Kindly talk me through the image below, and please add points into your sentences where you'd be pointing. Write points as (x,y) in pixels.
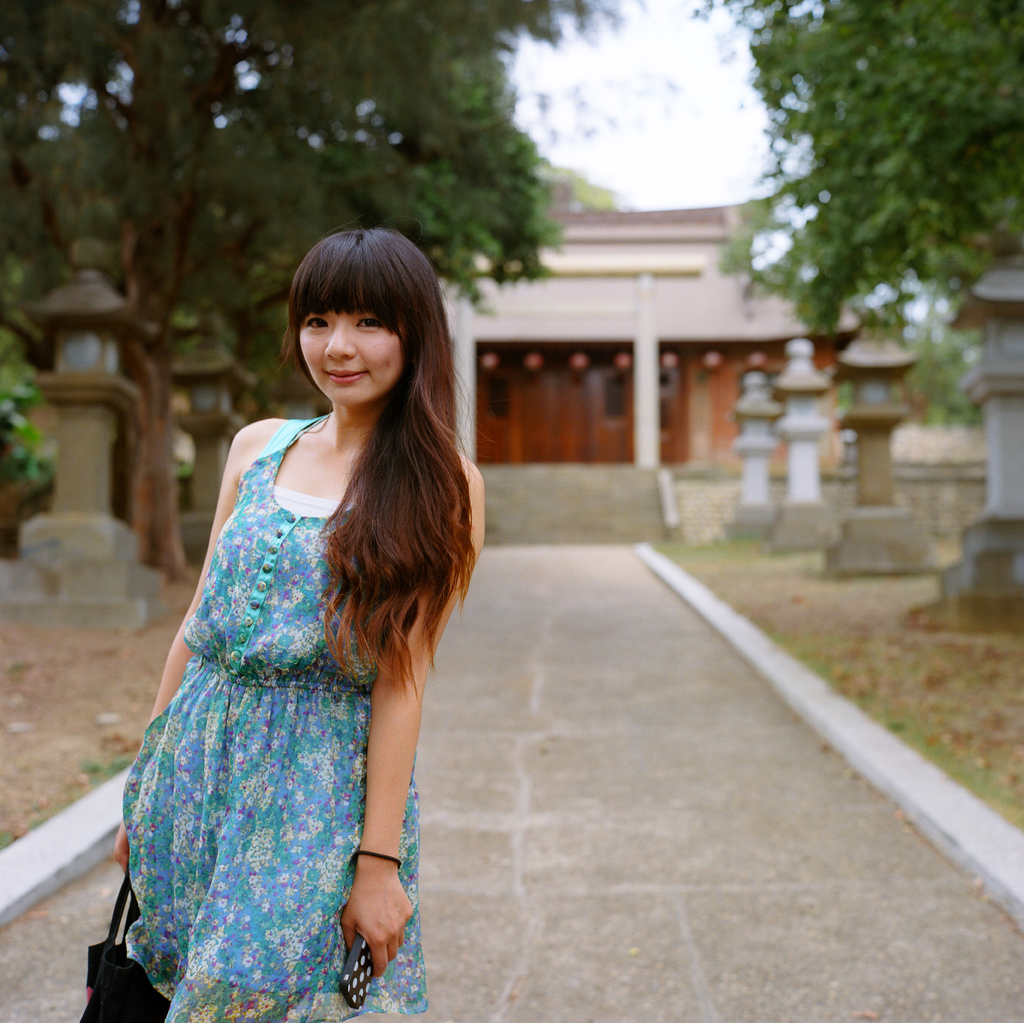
In the background (652,126) we can see the sky (734,104), house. In this picture we can see trees (963,352), pillars (803,417), grass (976,717) and the pathway (575,783). We can see a woman (360,657) standing, she is carrying a bag (103,1003) and mobile (366,972). She is smiling.
